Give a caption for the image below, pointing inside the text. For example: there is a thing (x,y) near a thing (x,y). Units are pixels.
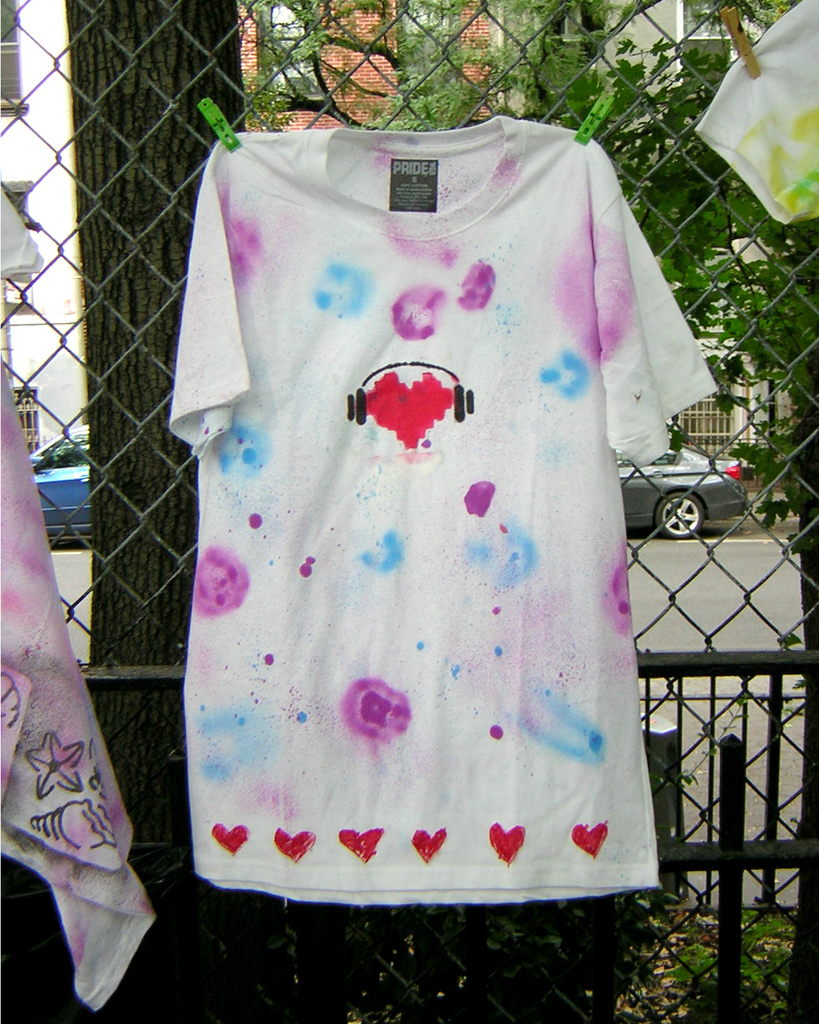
In this image we can see there are few clothes (502,366) hanging on a net fence (728,169) with the help of clips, behind that there are trees (767,237), few vehicles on the road (668,571) and buildings (16,90).
